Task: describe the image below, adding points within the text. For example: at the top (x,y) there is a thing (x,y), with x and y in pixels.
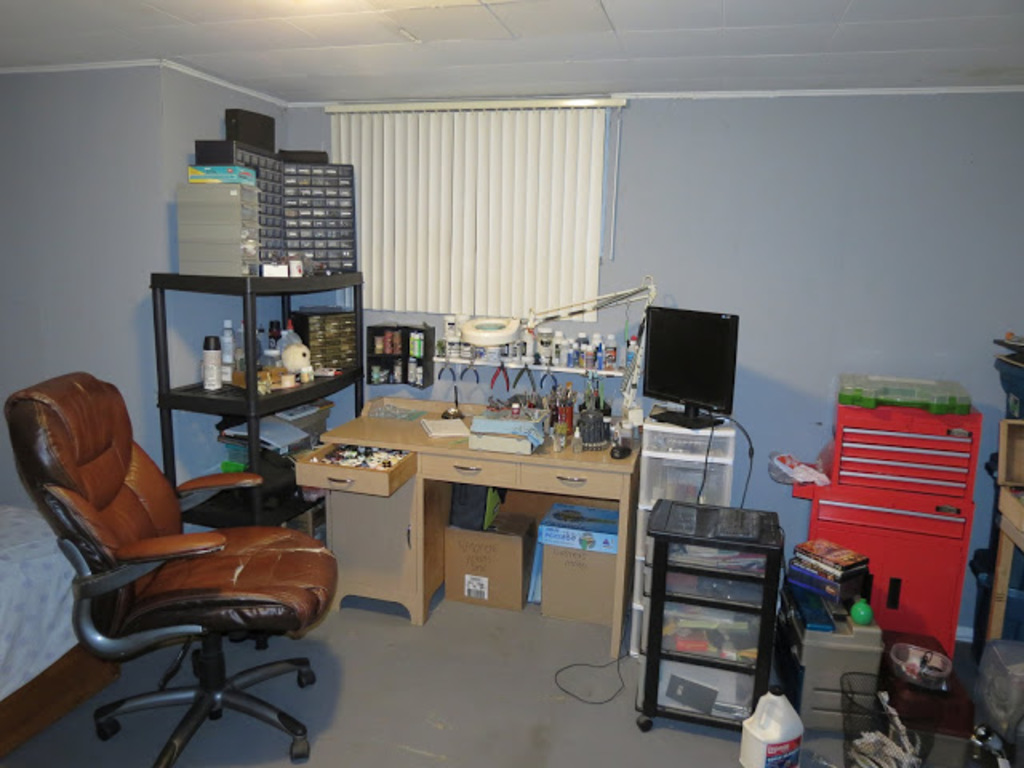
In this picture there is an inside view on the room (369,520). In the front (385,506) there is a brown table (612,471) with computer screen (651,375) and some hanging tools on the wall (277,310). On the left corner (301,279) there is a rack (314,288) with some can bottle (281,356), boxes (259,253). In the front (242,475) there is a brown leather Boss chair (192,572). In the background (384,181) there is a window (532,211) with blinds (530,200) and blue color wall (649,194).
